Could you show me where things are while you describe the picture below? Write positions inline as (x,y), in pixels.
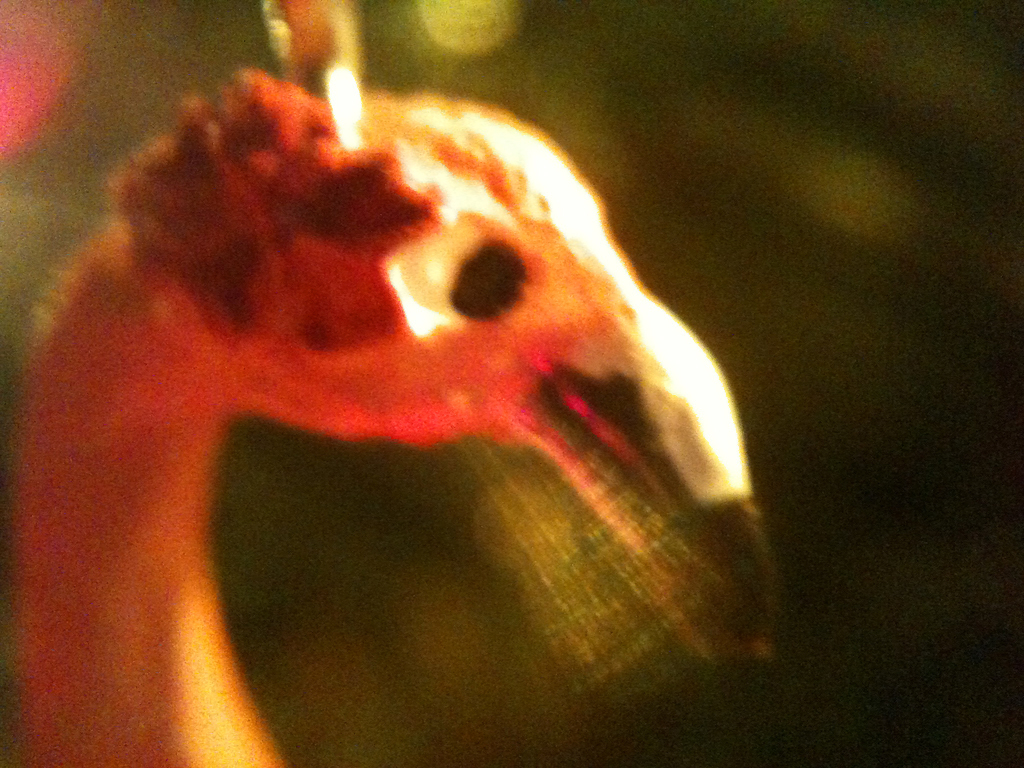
In this image we can see some bird's face (298,401) which is in the color of red and white.
